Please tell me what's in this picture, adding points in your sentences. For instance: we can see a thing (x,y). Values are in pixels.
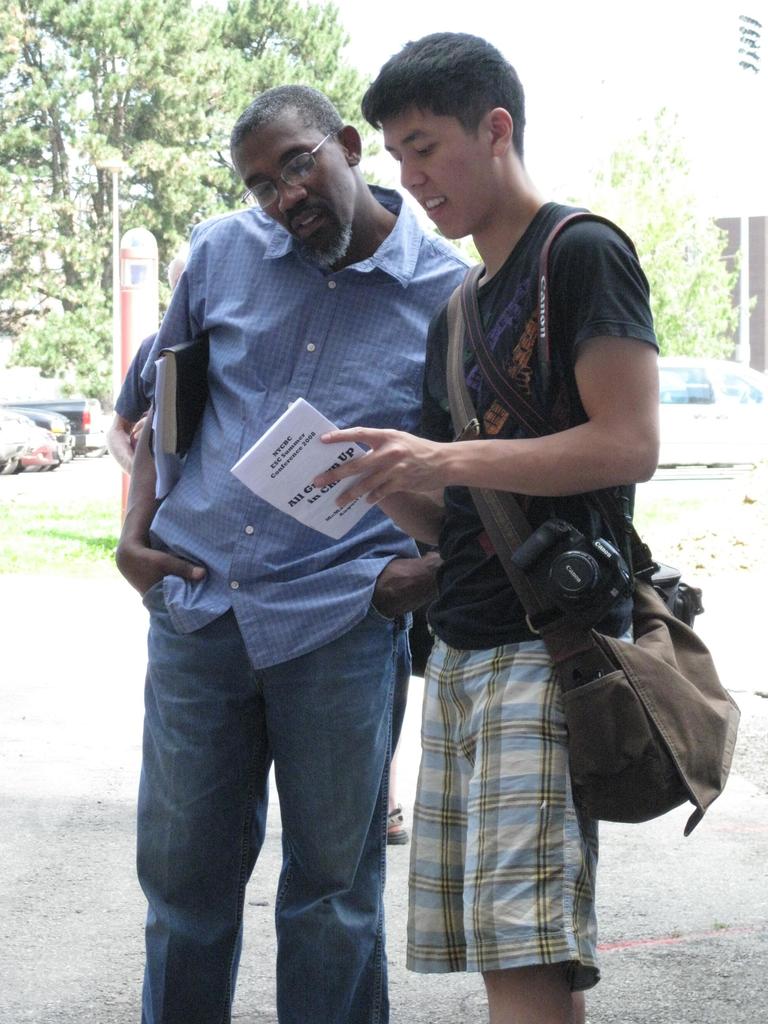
In this image we can see men (374,750) standing on the ground (274,855) and holding books (251,468), camera (530,562) and a bag (596,673). In the background (55,426) we can see buildings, trees (121,108), motor vehicles (50,417) and grass (10,527).
